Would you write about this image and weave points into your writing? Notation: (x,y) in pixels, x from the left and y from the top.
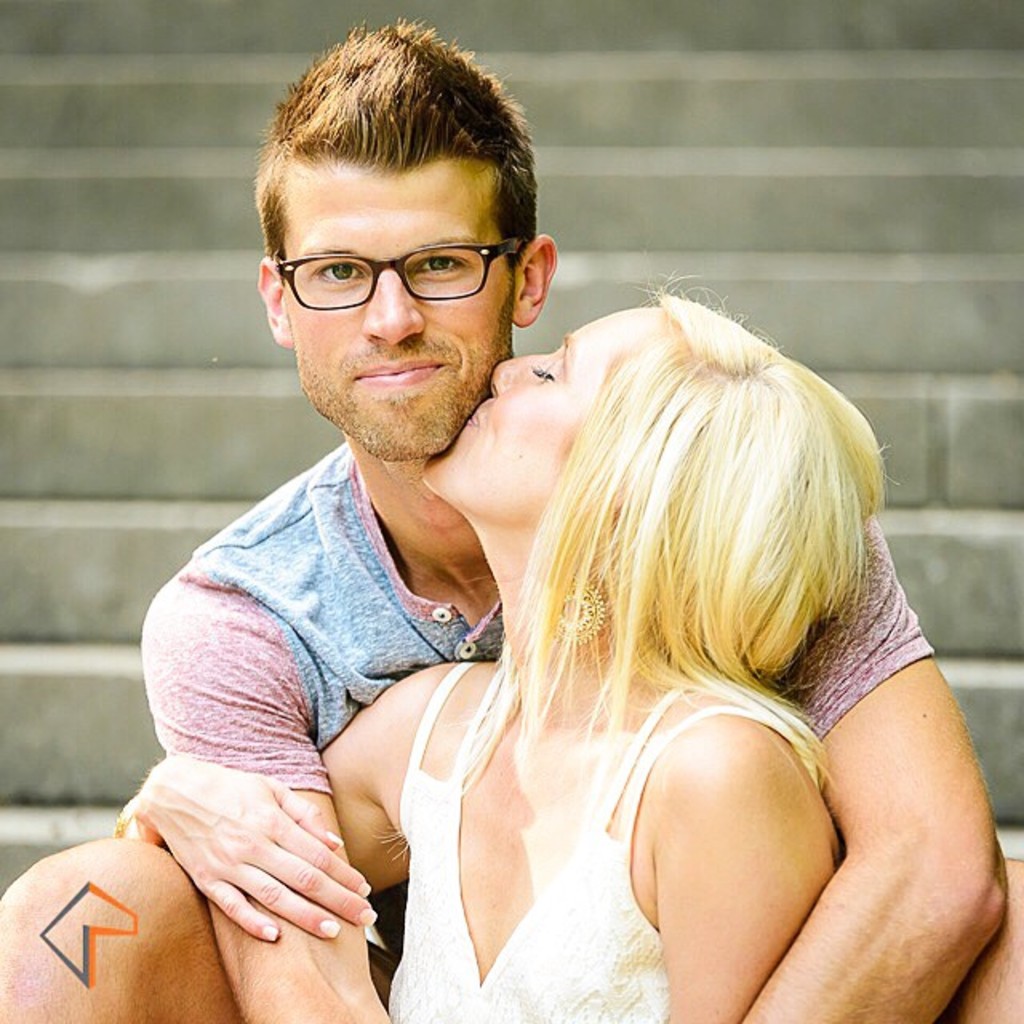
In this image we can see a woman (723,819) kissing the man (405,367) who is smiling and wearing the glasses (464,275). In the background (100,479) we can see the stairs (109,558).
